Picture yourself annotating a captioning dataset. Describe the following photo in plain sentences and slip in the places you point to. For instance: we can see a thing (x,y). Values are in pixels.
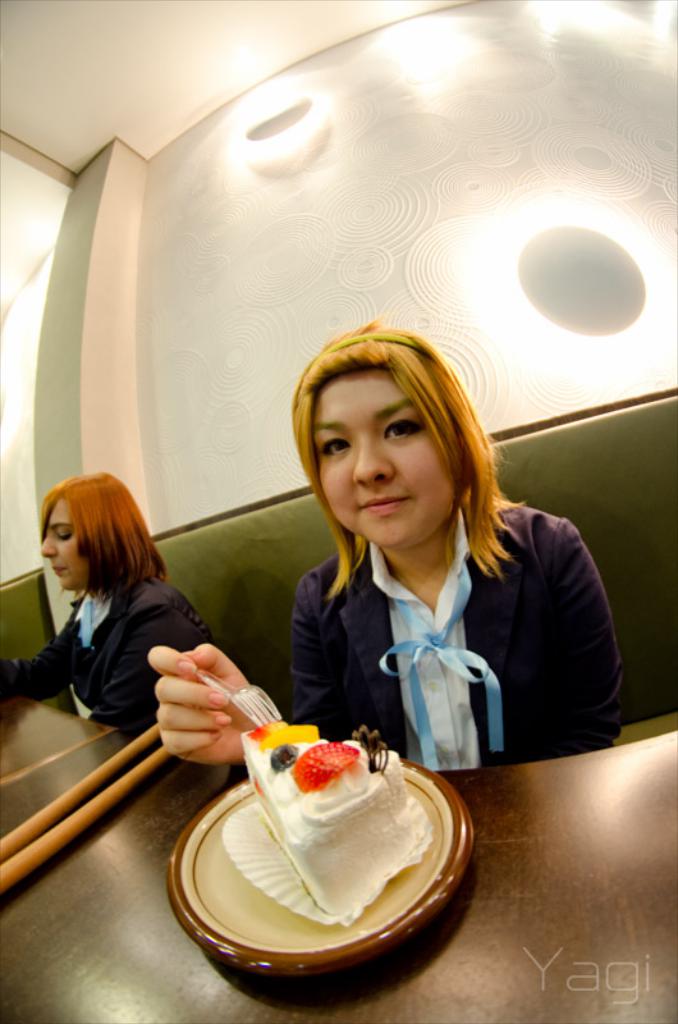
In the image two women (46,544) are sitting and eating. Behind them there is a wall (413,128) and lights (305,128). Top left (157,114) side of the there is a roof (124,31). Bottom of the image (185,761) there is a table (629,1018) on the there is a plate (221,802) and cake (312,826) and there are drumsticks (113,791).
